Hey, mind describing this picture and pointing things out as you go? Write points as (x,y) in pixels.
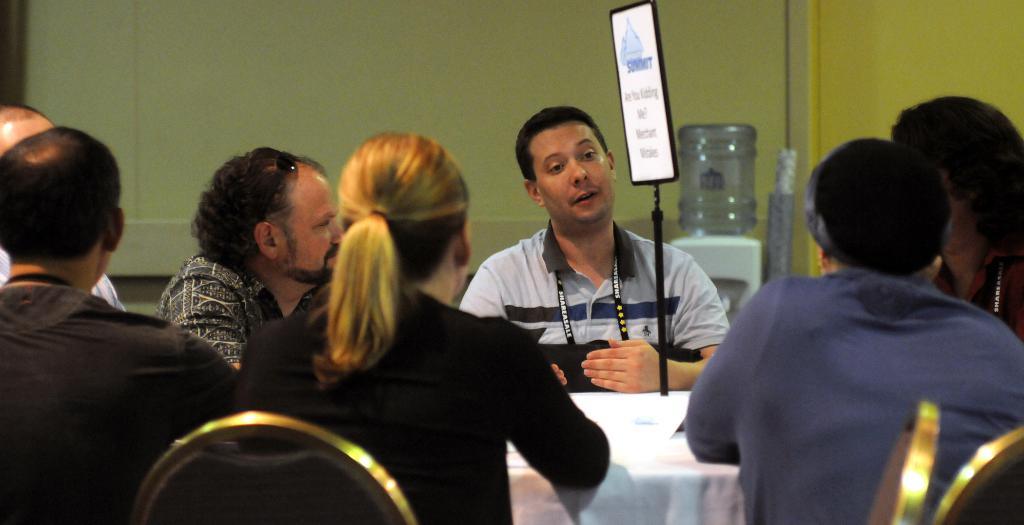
In the image we can see there are many people (501,280) sitting on the chair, they are wearing clothes (442,341). There is a table (665,464), on the table (660,480) there is an object (662,282). Here we can see a water bottle (712,192) and water machine (708,261), this is a wall (240,81).
